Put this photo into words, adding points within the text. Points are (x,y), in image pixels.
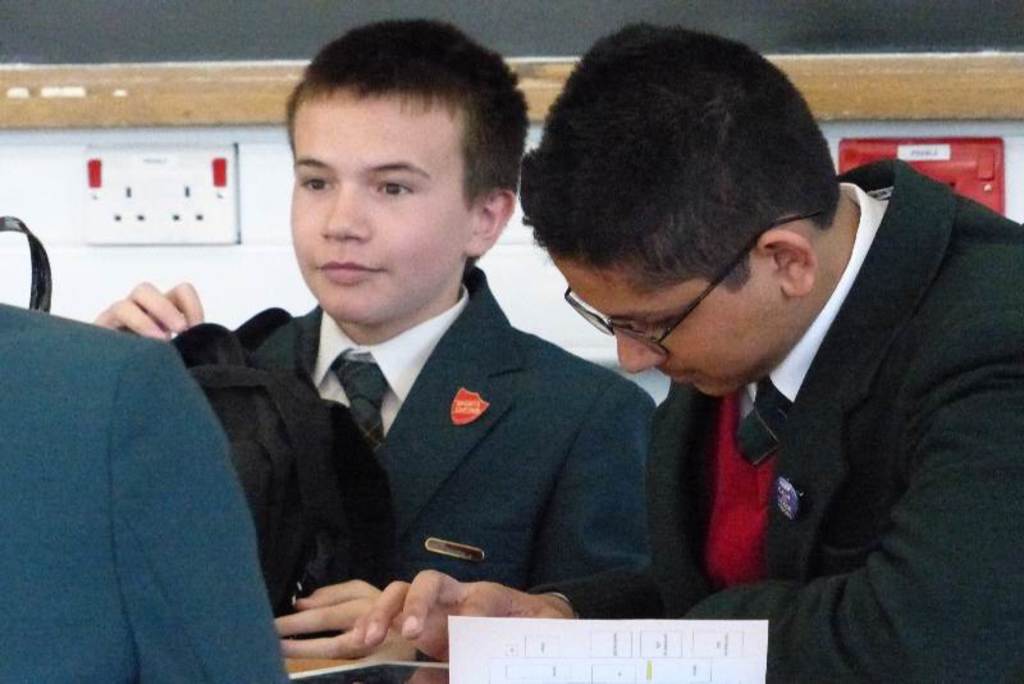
This is a zoomed in picture. In the center (408,309) we can see the two persons (376,379) wearing suits (507,420). In the foreground (462,645) we can see a paper (619,663), bag (246,369) and some other objects (376,665). In the background (272,228) there is a wall (272,228) and we can see the wall socket (143,176) and a black board (236,56) and switches (967,167).
